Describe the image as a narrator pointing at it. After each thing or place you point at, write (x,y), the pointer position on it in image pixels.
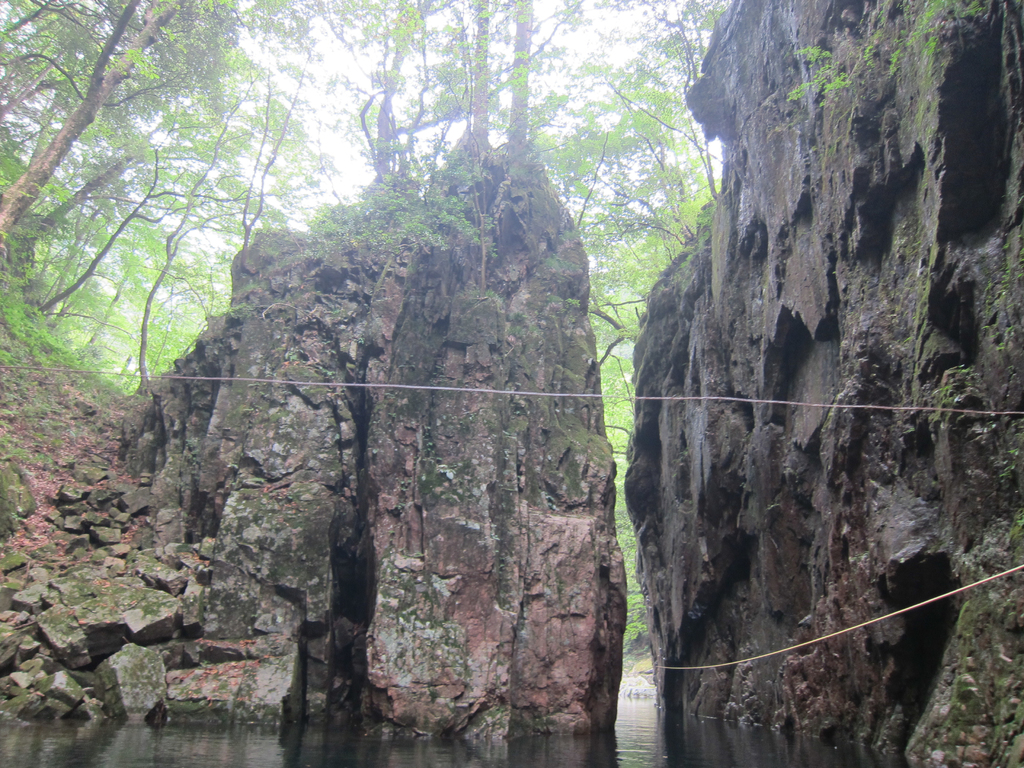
In the image we can see there are stones (91,516), big rock (370,438), water (181,746), grass (36,332) and a sky (316,63).
